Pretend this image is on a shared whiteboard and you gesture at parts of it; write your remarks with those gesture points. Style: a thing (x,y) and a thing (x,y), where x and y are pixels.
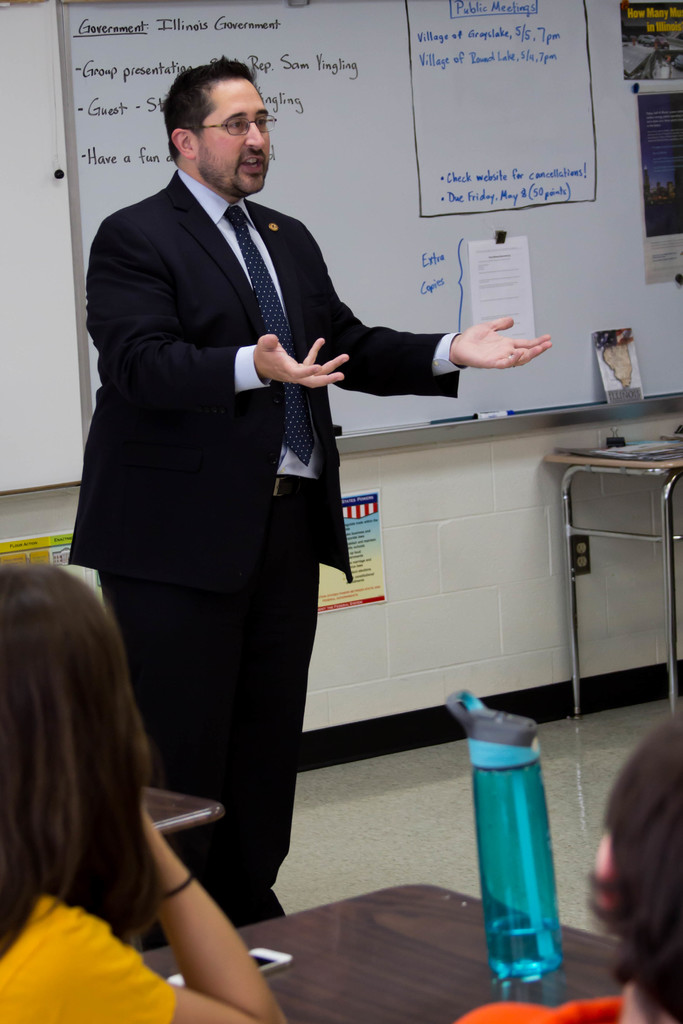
This picture shows a man (152,445) standing and speaking we see few people (123,959) seated and we see a water bottle (519,977) and a mobile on the table (405,892) and we see a white board (308,79) back of him.
